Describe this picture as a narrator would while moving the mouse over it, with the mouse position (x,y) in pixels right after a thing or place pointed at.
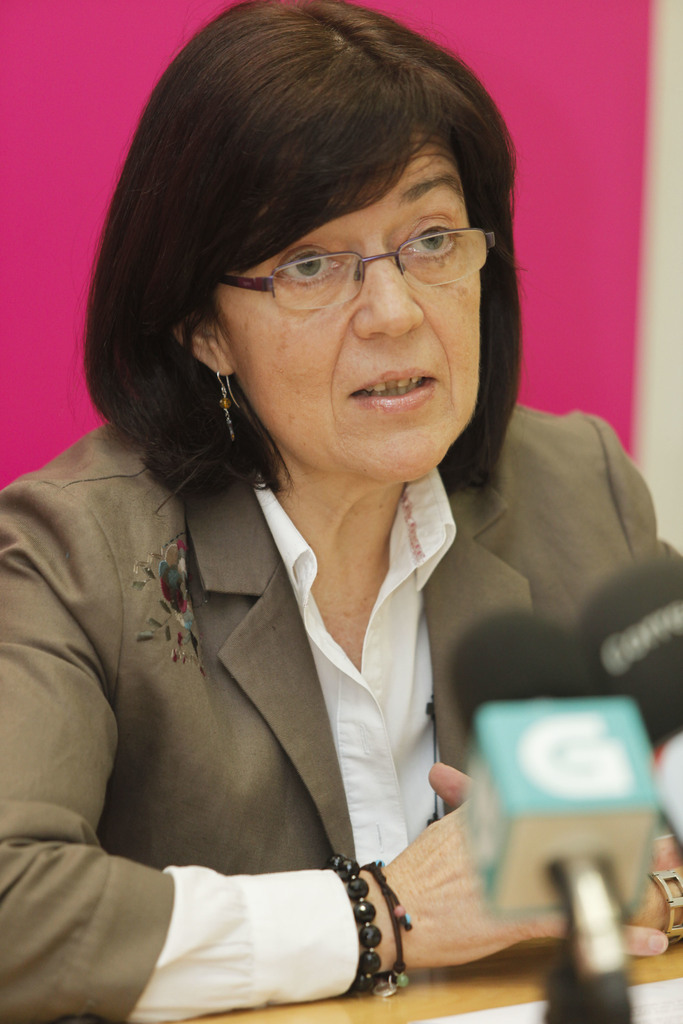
There is a woman (247,485) wearing specs (298,291) and bracelets (401,965). In front of her there is a table (375,1006) and mics (557,695). In the back (585,202) there is a pink wall (125,56).
